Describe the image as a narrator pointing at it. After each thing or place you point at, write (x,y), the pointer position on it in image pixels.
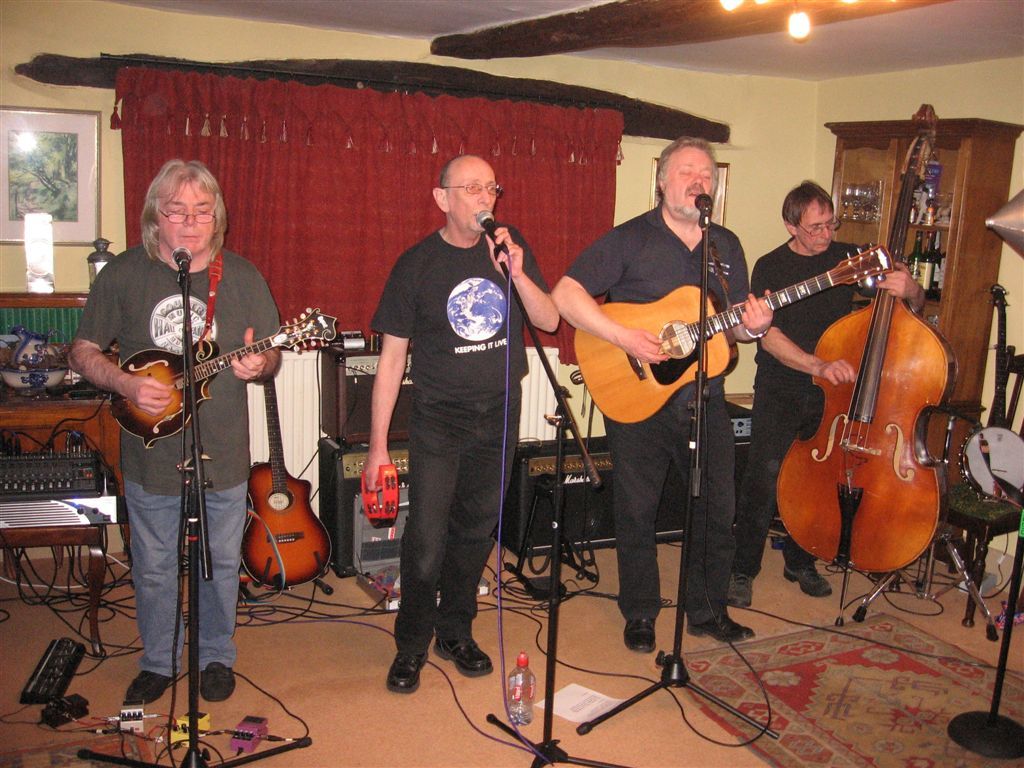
In the image we can see four persons (793,211) were standing and holding musical instruments (856,419). In front of them we can see microphone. In the background (793,112) there is a curtain (300,144), wall (766,158), photo frame (79,168), cupboard (898,171) and few other objects (501,84).
